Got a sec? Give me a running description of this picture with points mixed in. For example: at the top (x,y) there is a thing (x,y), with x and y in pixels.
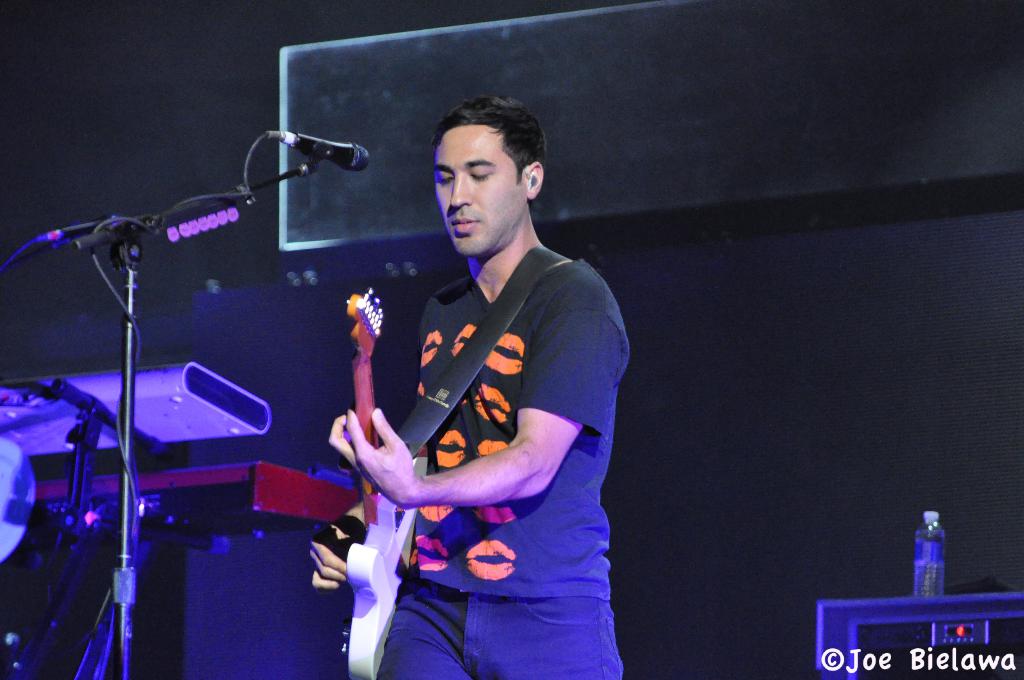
In this picture we can see person (453,417) standing playing guitar (387,599) with his hand (356,452) and in front of him there is mic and in background (316,178) we can see wall (767,311), bottle (933,521), musical instrument (316,499) such as piano (173,510).
